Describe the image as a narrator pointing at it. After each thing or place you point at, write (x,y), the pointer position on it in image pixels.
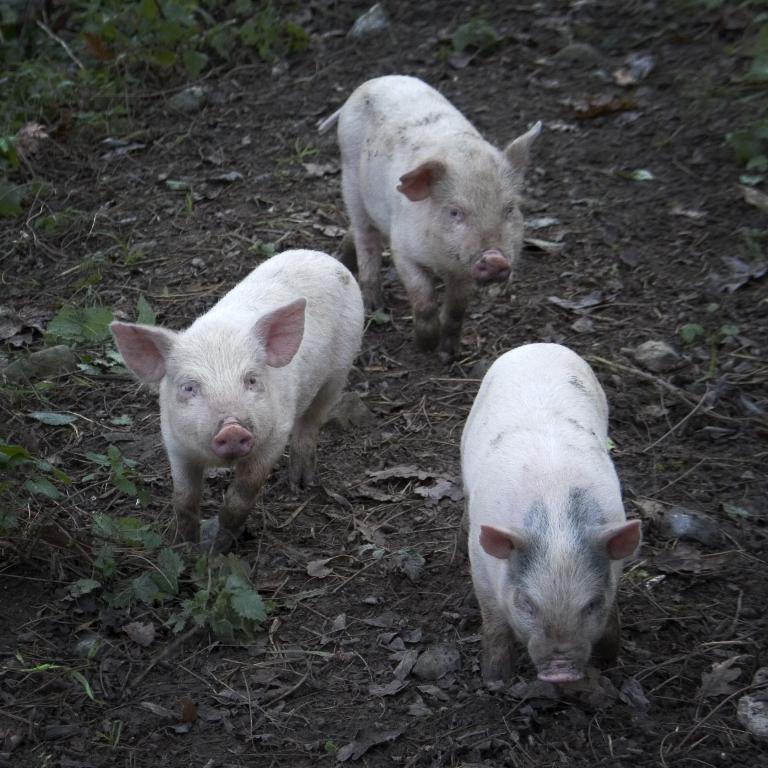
In this picture we can see three pigs (368,186), at the bottom (56,565) there are some plants (155,55), leaves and soil (384,510).
